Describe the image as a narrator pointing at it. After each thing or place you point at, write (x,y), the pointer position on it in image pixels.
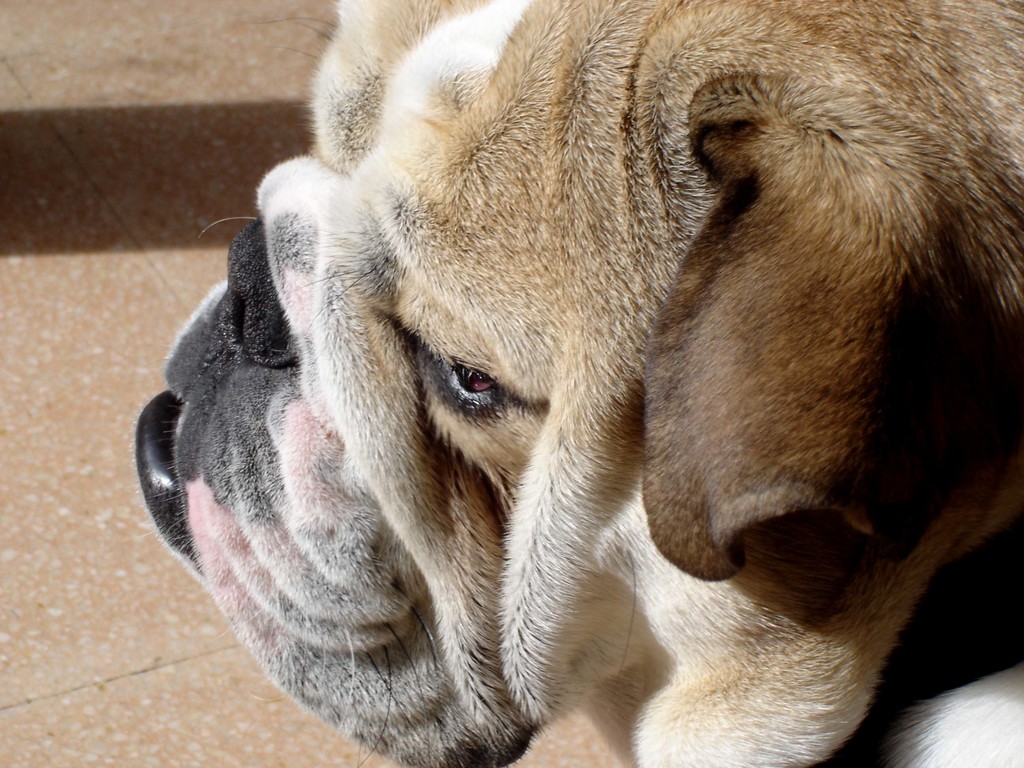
In this picture we can see a dog (314,447) on the floor (80,475).
